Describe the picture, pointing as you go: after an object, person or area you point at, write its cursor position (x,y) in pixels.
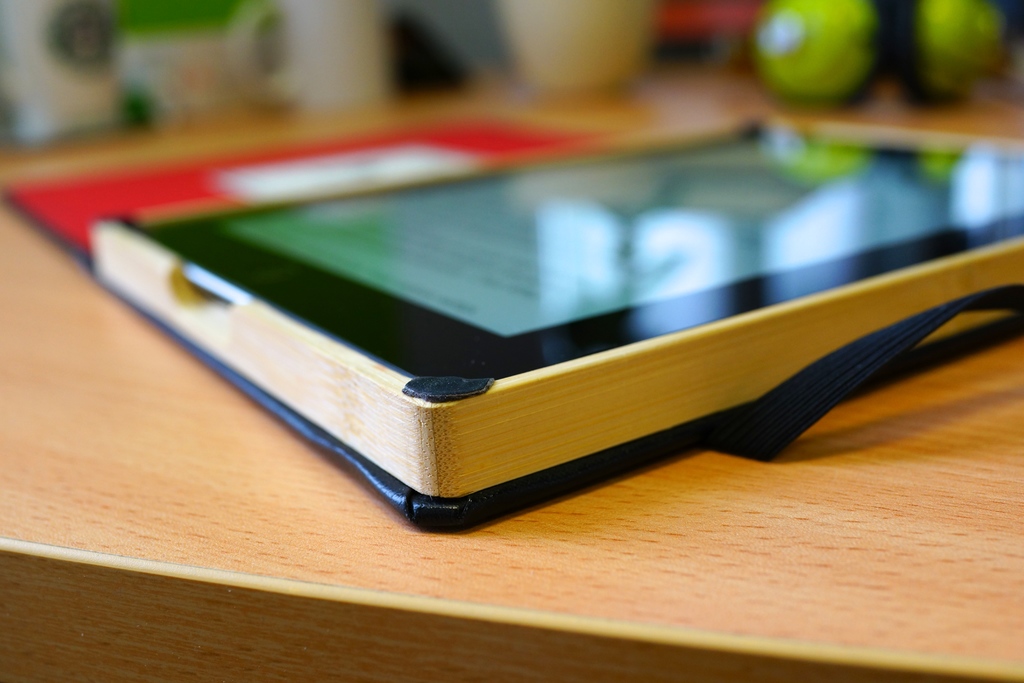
In this picture, we see a tablet (510,271) and a file (150,174) in red color are placed on the table (871,508). In the right top of the picture (985,41), we see two balls (935,75) in green color. In the background (346,100), it is blurred.
